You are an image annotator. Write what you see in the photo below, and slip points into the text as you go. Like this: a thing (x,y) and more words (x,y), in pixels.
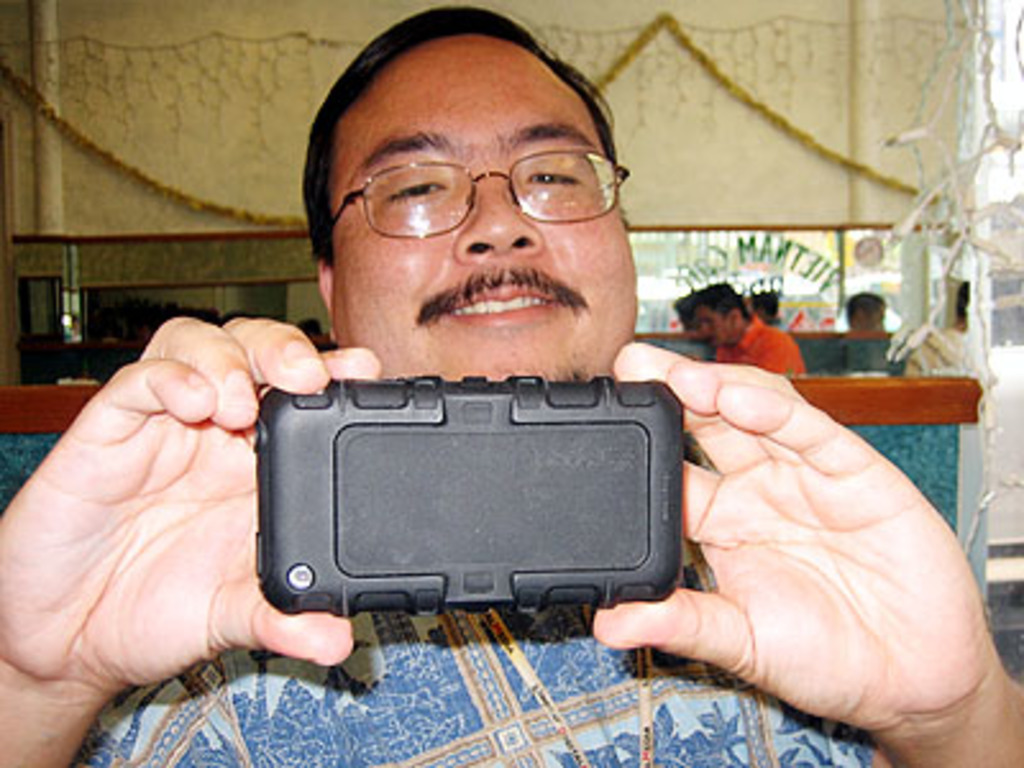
In this picture I can see there is a man (571,127) standing and he is wearing a shirt (385,628) and spectacles (467,217). He is holding a mobile phone (426,611) and in the backdrop (761,335), there are a few people (725,314) standing and there is a wall (618,27) in the backdrop (652,30), with the decoration (831,151).
